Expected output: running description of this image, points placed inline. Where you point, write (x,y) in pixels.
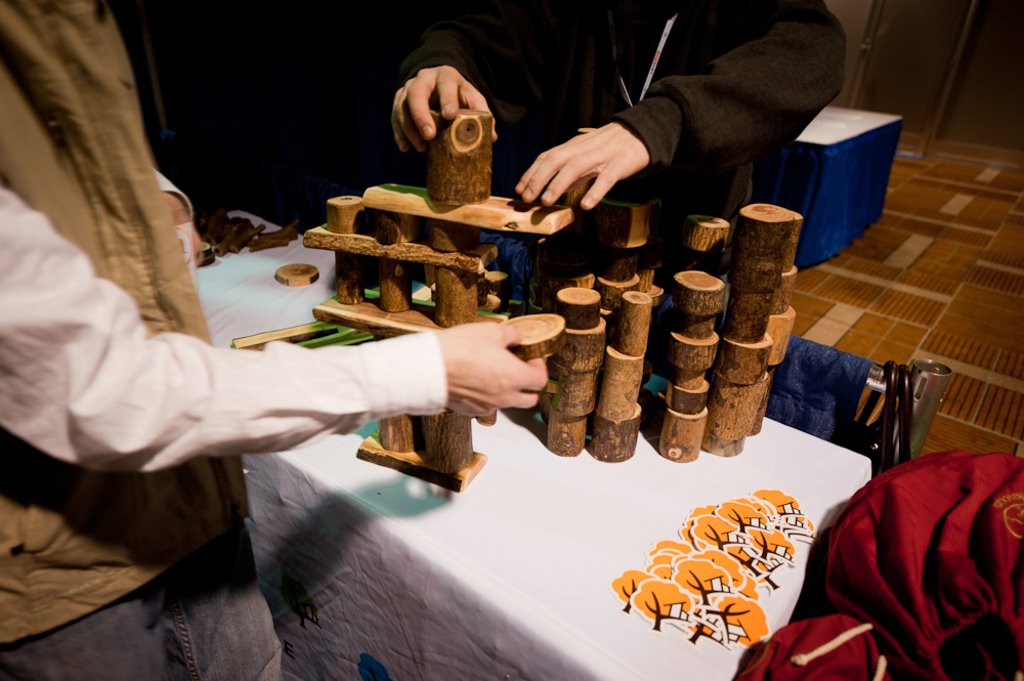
In this image there are two persons (357,350) arranging wooden blocks (501,314) one above the other on the table (281,323).
